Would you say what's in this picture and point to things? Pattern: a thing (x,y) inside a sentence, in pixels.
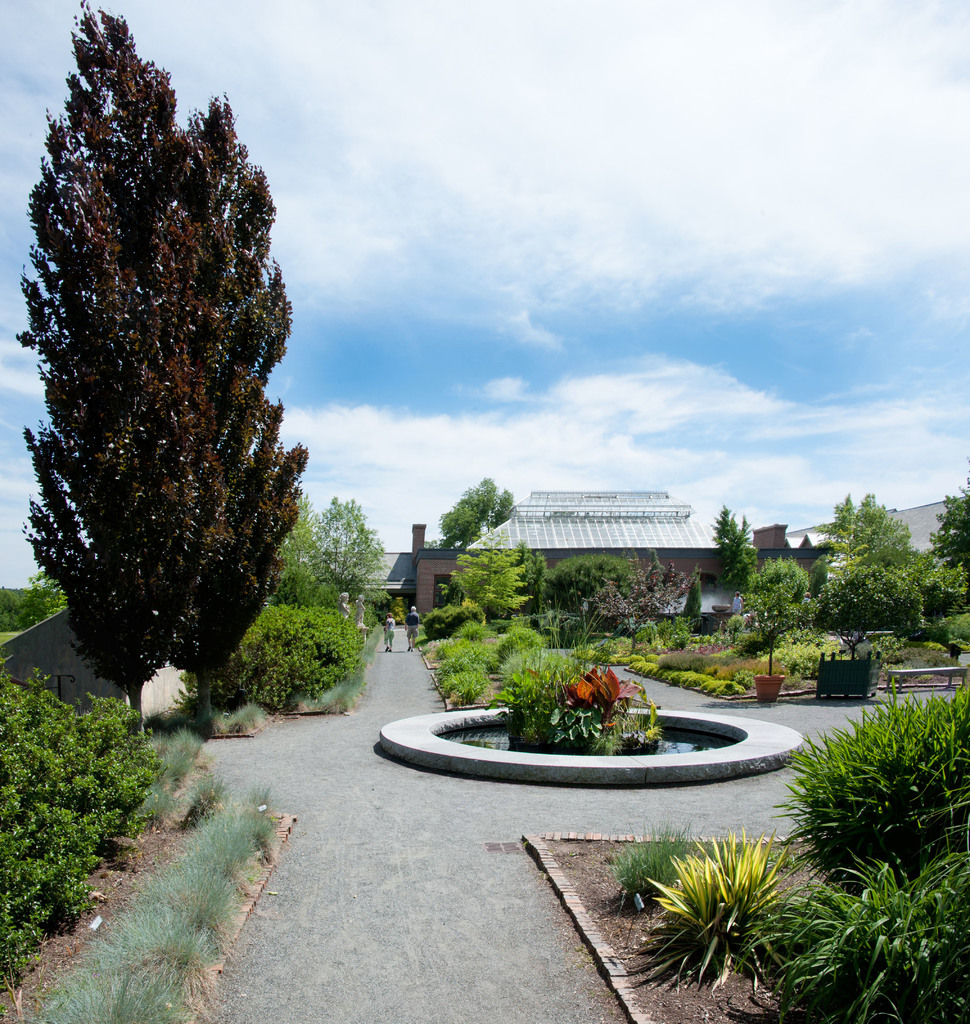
In this image, there are trees (721,580) and bushes (867,863). At the center of the image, It looks like a pond (543,766). I can see a building (540,545) behind the trees (575,589). In the background (491,454), there is the sky (607,232). There are two people (415,612) walking on the pathway (401,648). On the right side of the image (859,687), I can see a bench (887,685), wooden object (856,690) and a flower pot (773,687) with a plant (776,626).
